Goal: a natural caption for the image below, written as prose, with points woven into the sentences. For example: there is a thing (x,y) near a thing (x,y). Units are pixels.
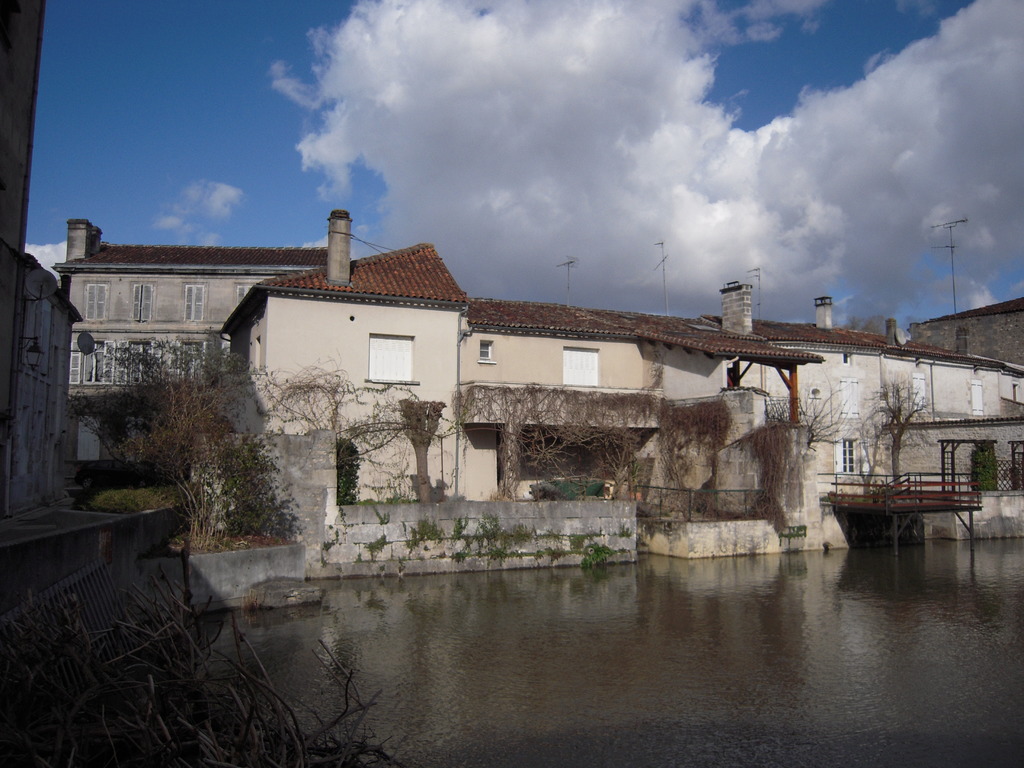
There is water (736,653). There are trees (355,444) and buildings (625,378) with windows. Also there is a deck (886,508) with poles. On the left side (72,598) there is a grille (110,612). In the background (284,143) there is sky (460,123) with clouds (571,145).
